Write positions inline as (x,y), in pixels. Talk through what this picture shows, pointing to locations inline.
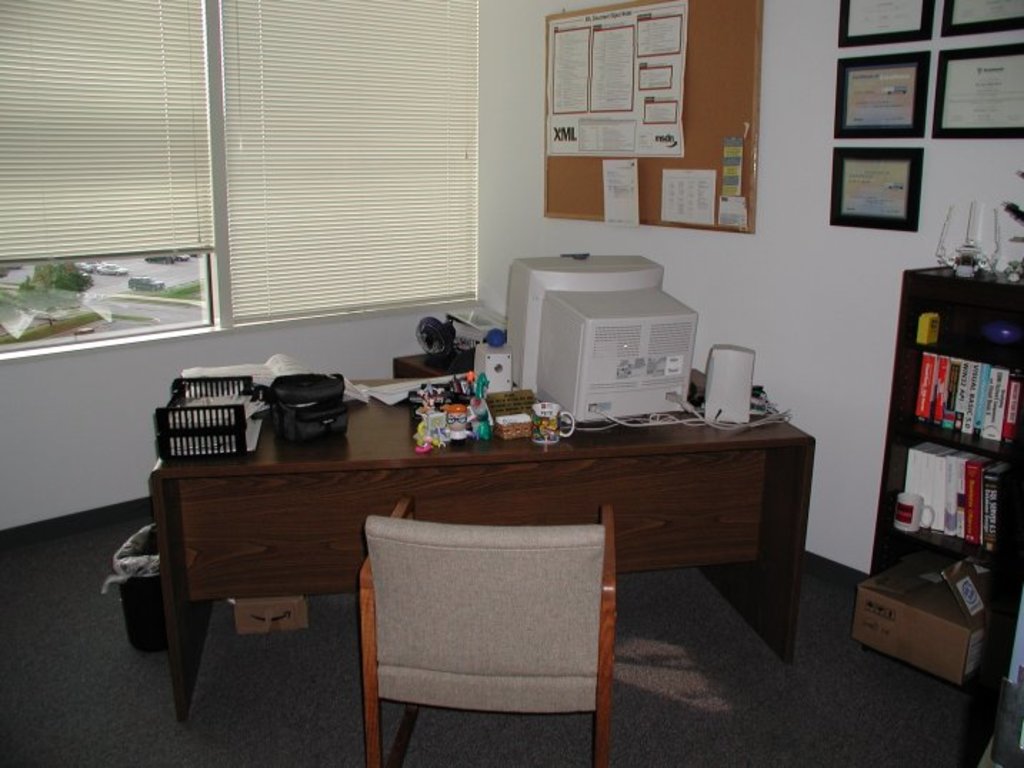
In the image, in a room (114,452) there is a table (392,497) and on the table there is a computer system (606,358) and many other objects (454,399), there is a chair (464,553) in front of the table (631,563) and on the right side (952,503) there are many books (929,415) kept in the shelves (958,451), above that there are some frames (920,84) attached to the wall (826,217) and on the left side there is a notice board (551,19) and many papers (652,139) were stick to that notice board (715,56) and in the background (175,129) there are two windows (184,273) and there are blinds (156,121) to those windows (17,314).
